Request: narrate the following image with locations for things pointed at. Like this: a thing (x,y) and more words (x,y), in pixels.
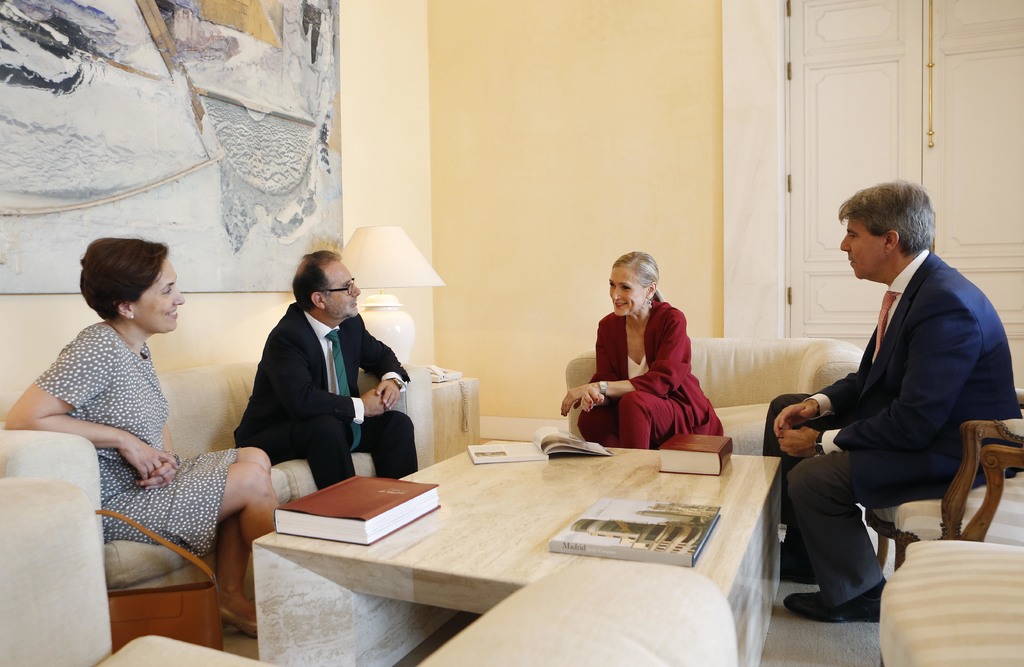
There is a table (533,566) in the middle of the room (535,588) and there are 4 persons (234,528) sitting on the sofa (366,474) out of them 2 (859,417) are men (392,442) and 2 (588,416) are women (252,474). There are some books (345,535) on the table (328,556). Both of the men (363,438) wearing coats (348,400), ties (354,427), watches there is a lamp (387,323) and wall (356,182).
